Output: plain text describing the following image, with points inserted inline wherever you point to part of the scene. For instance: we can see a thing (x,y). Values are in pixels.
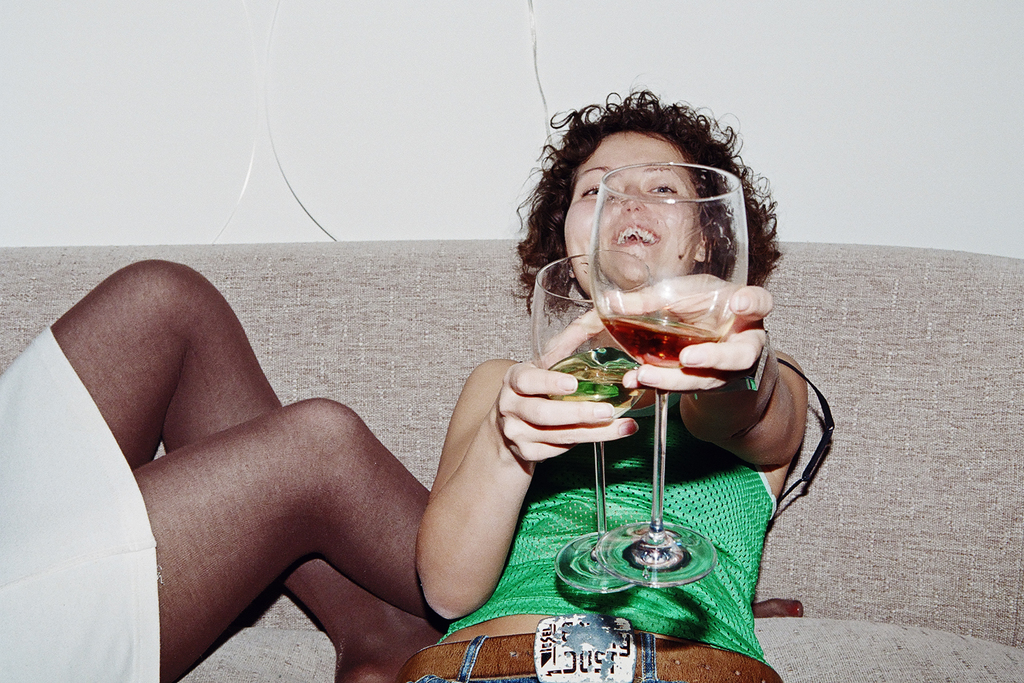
There is a girl (531,389) sitting on the sofa (810,675) in the foreground area of the image (582,405), by holding glasses (643,320) in her hands (599,421), there is another person (250,437) on the left side (215,464).
